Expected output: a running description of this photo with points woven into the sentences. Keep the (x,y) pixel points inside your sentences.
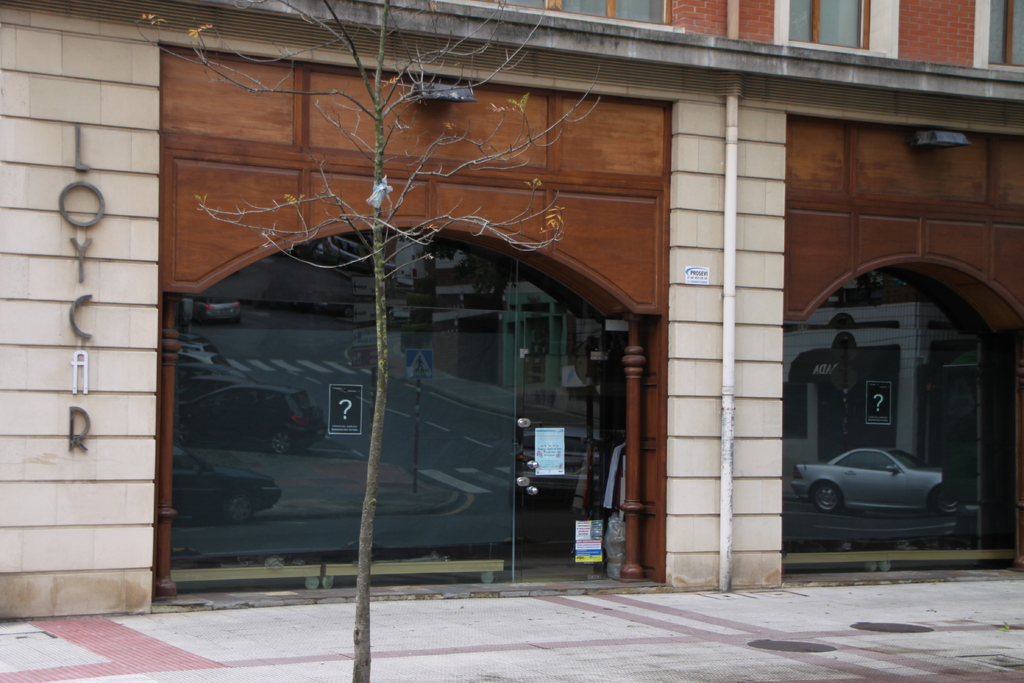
In this image we can see a building (248,604), which has glass doors (985,490) and there are some posters (591,546) on it, on the left side of the image (76,380) there is some text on the wall (104,410), in front of it there is a tree (431,224) and on the right side of the image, we can see the reflection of a car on the glass (950,535).
